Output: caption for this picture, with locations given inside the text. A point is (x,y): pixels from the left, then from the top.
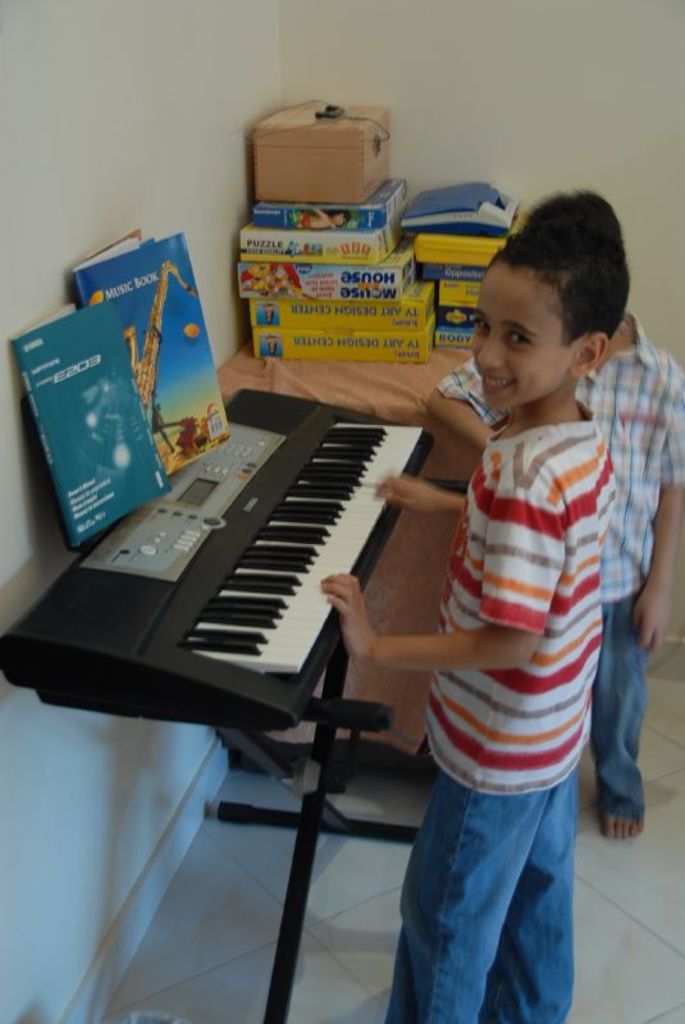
In the image we can see that, there are two boys (536,511) standing. In front of them there is a piano (203,518) and books (163,303). This is a box (309,159).
